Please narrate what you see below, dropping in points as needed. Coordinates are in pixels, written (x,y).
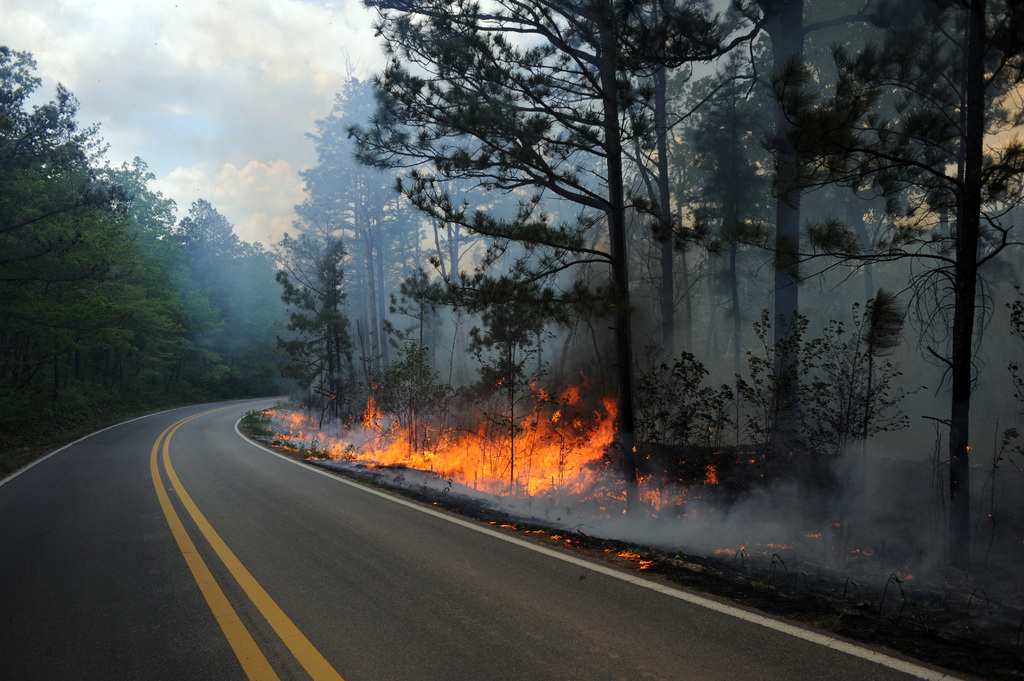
In this image I can see a road (149,668) and trees (122,311) on both sides of the road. I can see some trees (747,144) are burning on the right hand side of the road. I can see the fire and smoke (466,377). At the top of the image (268,110) I can see the sky (191,40).
